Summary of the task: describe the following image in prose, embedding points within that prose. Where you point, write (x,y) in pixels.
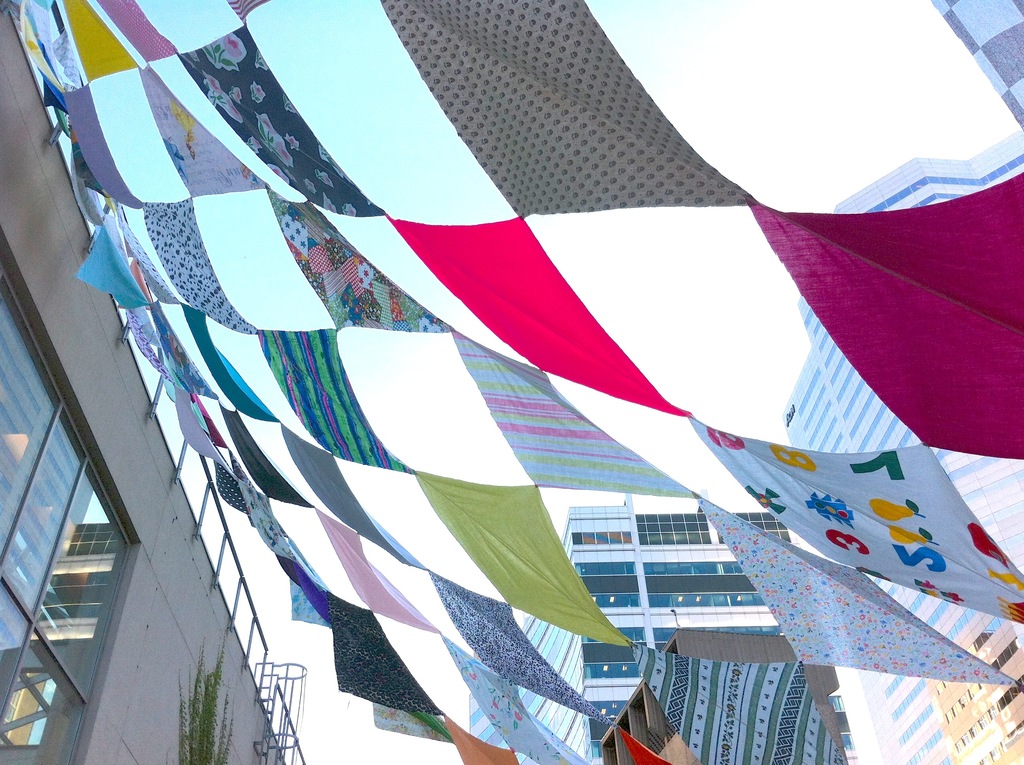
In this image I can see a building (90,530) on the left side (34,212) and there are few clothes (165,255) attached to the fence (247,575) of the building (158,703) and in the middle (654,435) I can see the sky (686,475).
